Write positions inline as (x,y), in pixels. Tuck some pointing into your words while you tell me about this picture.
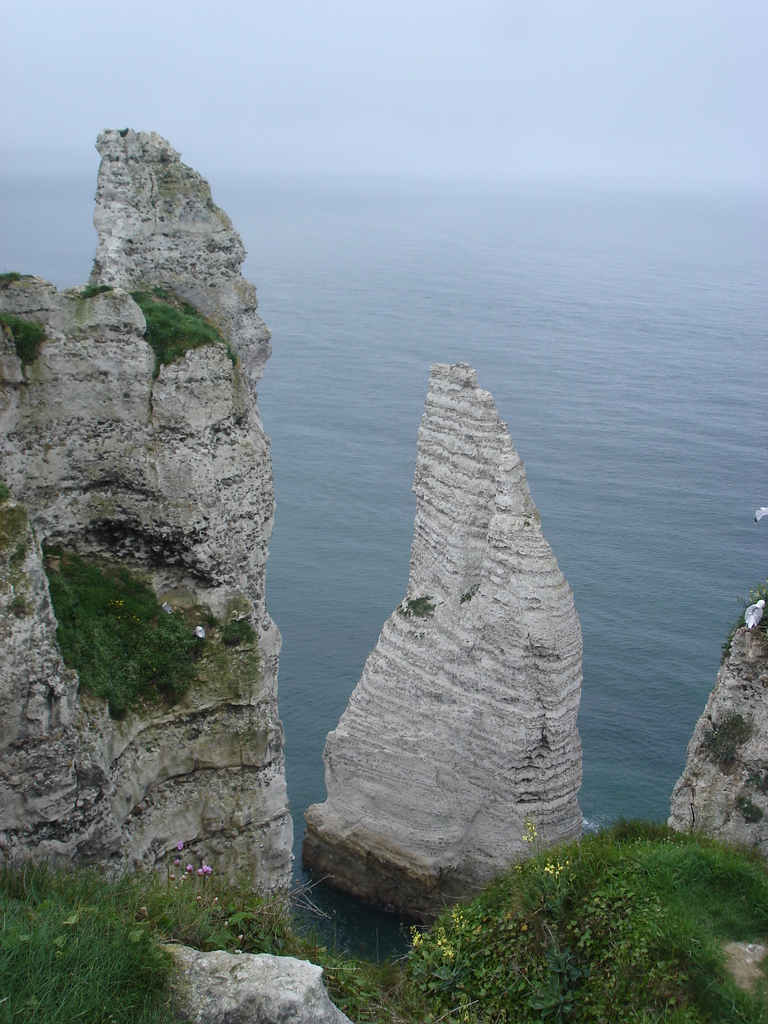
In this image I can see the grass (431,945) and the rocks (472,827). In the background (391,322) I can see the water (476,192) and the sky (448,40).
